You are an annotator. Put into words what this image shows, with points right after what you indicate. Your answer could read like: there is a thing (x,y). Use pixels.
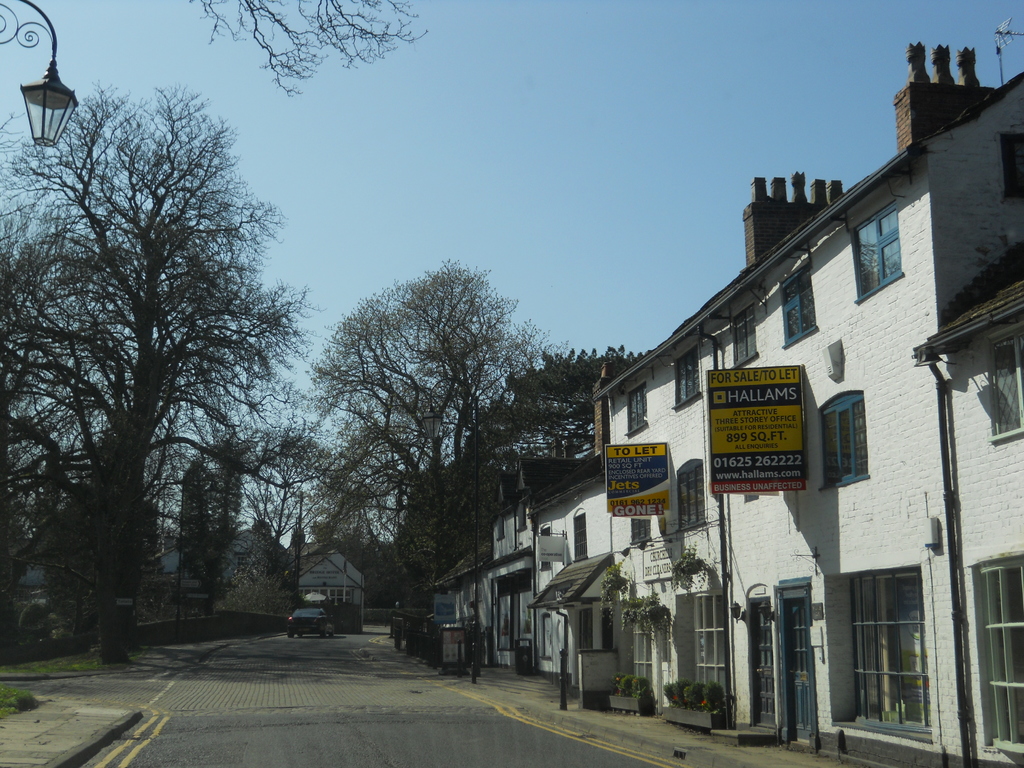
As we can see in the image there are trees (72,462), street lamp (58,120), sky (24,67), buildings (851,721), plants (674,693), windows (994,692), banners (791,475) and cars (325,619).
